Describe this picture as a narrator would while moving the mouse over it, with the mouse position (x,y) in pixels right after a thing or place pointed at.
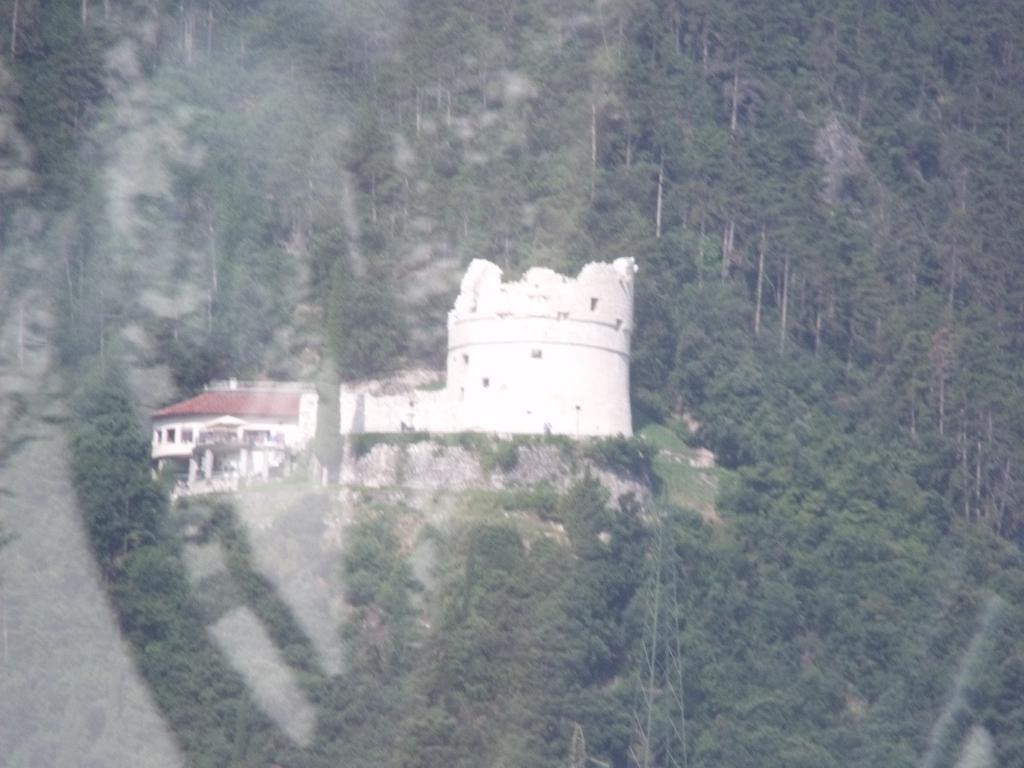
In this image we can see few buildings (380,394). There is a hill (452,124) in the image. There are many trees (586,176) in the image.
